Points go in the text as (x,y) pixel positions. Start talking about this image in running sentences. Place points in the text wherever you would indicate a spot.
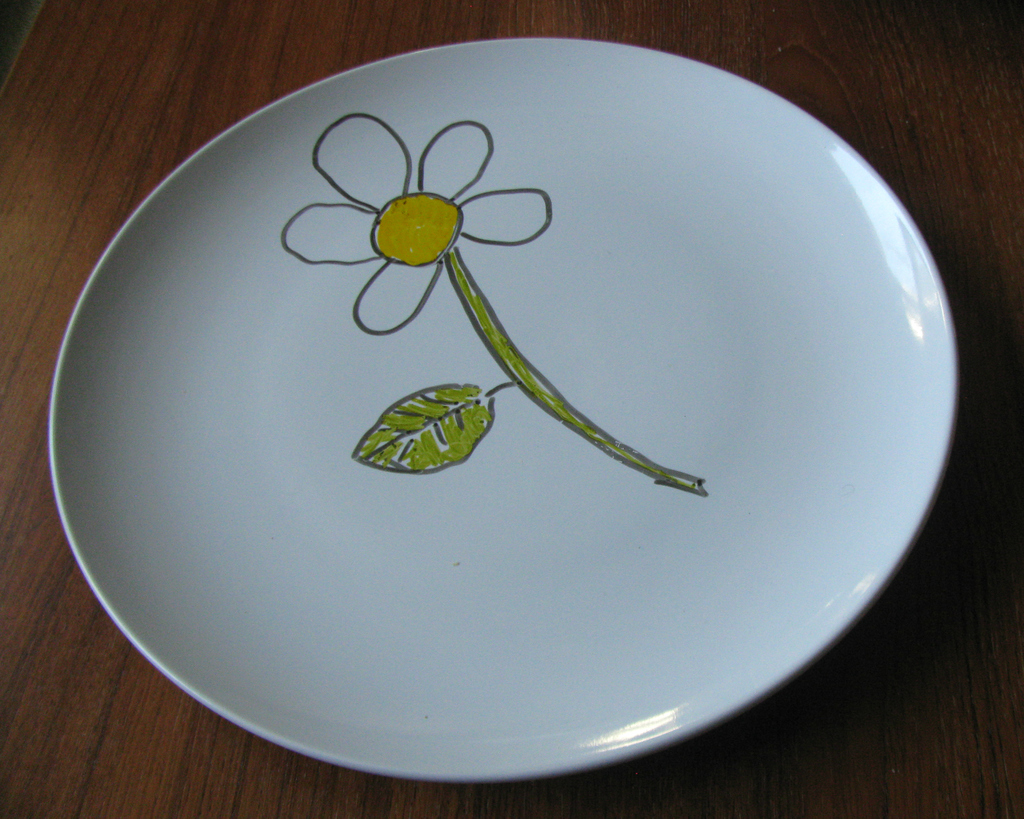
In this image, I can see the drawing (519,357) of a flower (505,344) on a white plate (702,598), which is placed on a wooden object (165,135).
